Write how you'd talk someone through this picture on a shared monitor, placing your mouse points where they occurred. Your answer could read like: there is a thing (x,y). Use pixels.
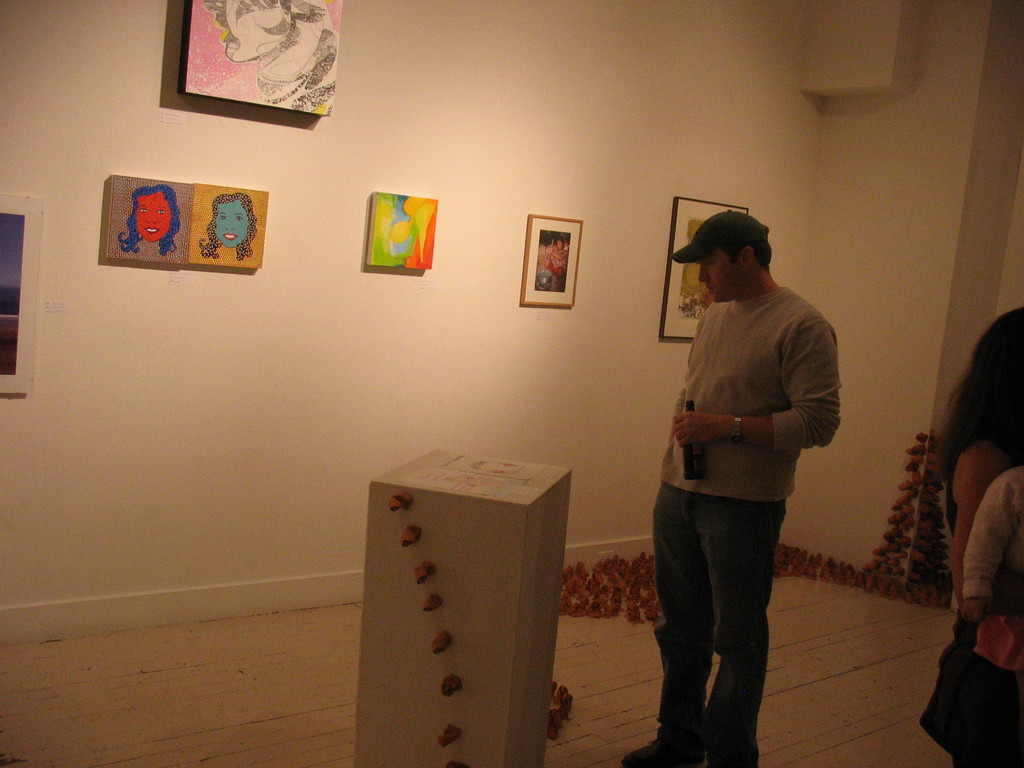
In this image there is a person (712,449) standing with a bottle (698,448) in his hand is staring at some object (527,553) in front of him, beside him there is a woman (990,475) with a child (1001,505) standing, in the background of the image (622,367) there are photo frames (161,226) on the wall (814,549) and there are small objects (640,612) on the floor (807,588).
